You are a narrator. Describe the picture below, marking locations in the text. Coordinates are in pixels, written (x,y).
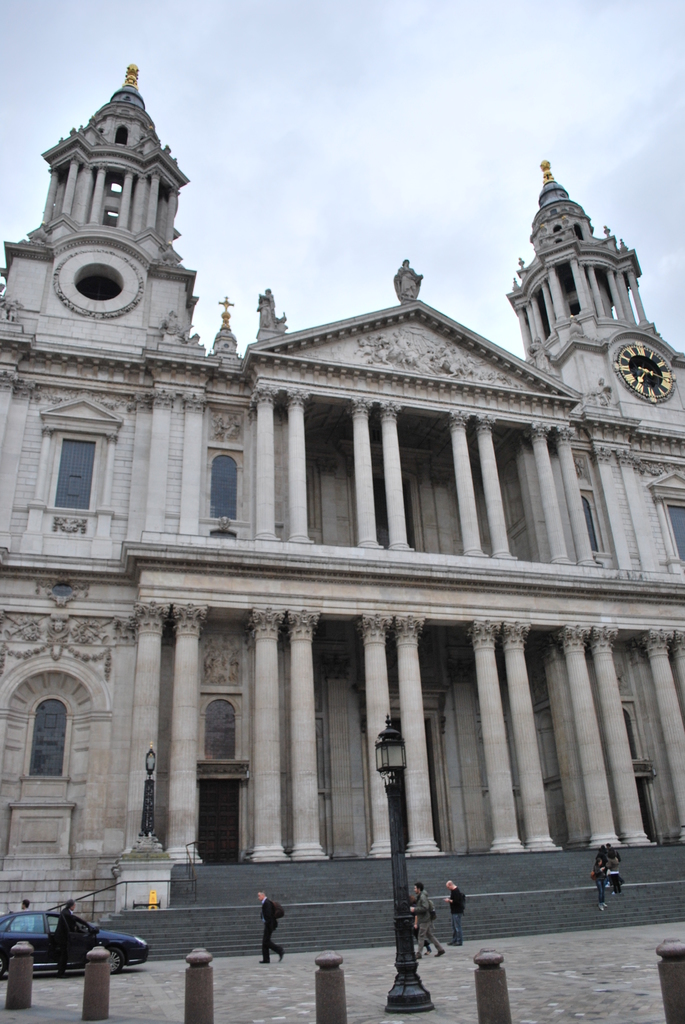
In the image there are few persons (430,931) walking on the road (517,964), There is a black car (85,933) on the left side (12,936) and behind there is a palace (345,492) with clock (644,379) in the middle of right side pillar (622,405) and above its sky (418,125) with clouds (424,147), there is a street lamp (385,753) in the middle of the road (389,951).
